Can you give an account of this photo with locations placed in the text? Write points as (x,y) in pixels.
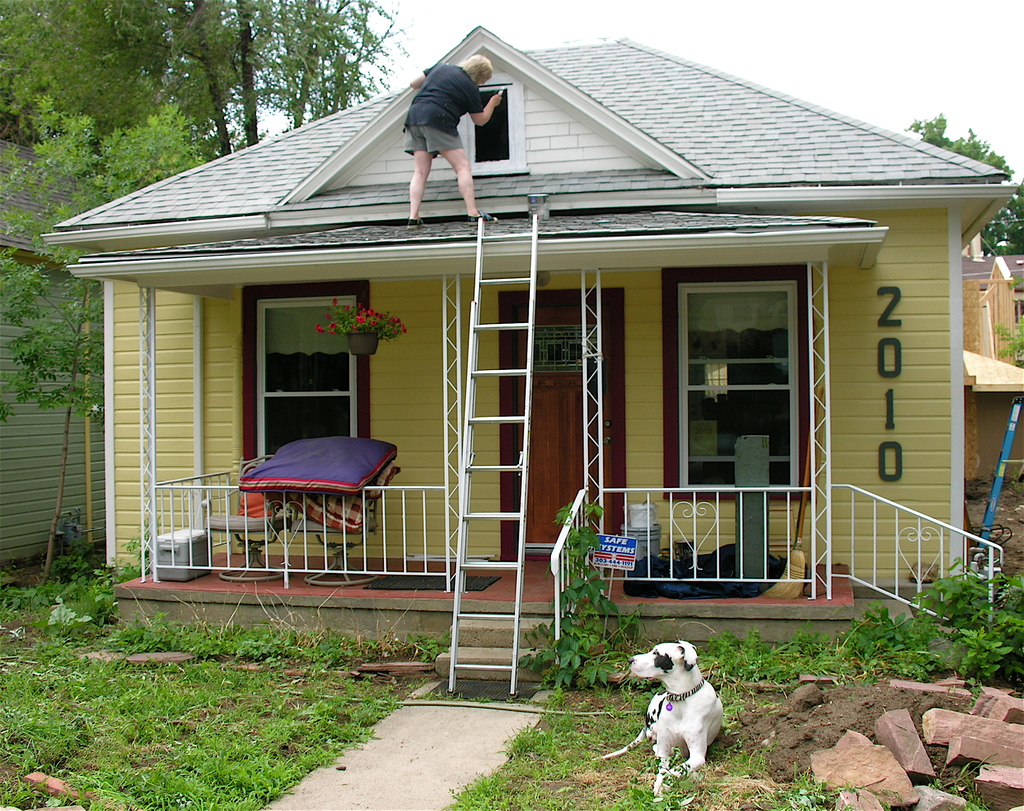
On the right side (961,721), there are bricks (981,723), stones (910,769), mud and a white color dog (694,712) on the grass (598,700) on the ground (591,784). On the left side (323,806), there is a path (425,752) and there's grass (234,700) on the ground (232,627). In the background (511,311), there is a ladder (512,276) on a building (498,230), on which there is a person (462,81), this building (659,156) is having a roof (148,213), windows (741,351), a door (545,454) and two fences (390,487), there are trees (183,12), buildings (1021,291) and there are clouds (407,32) in the sky (836,17).
